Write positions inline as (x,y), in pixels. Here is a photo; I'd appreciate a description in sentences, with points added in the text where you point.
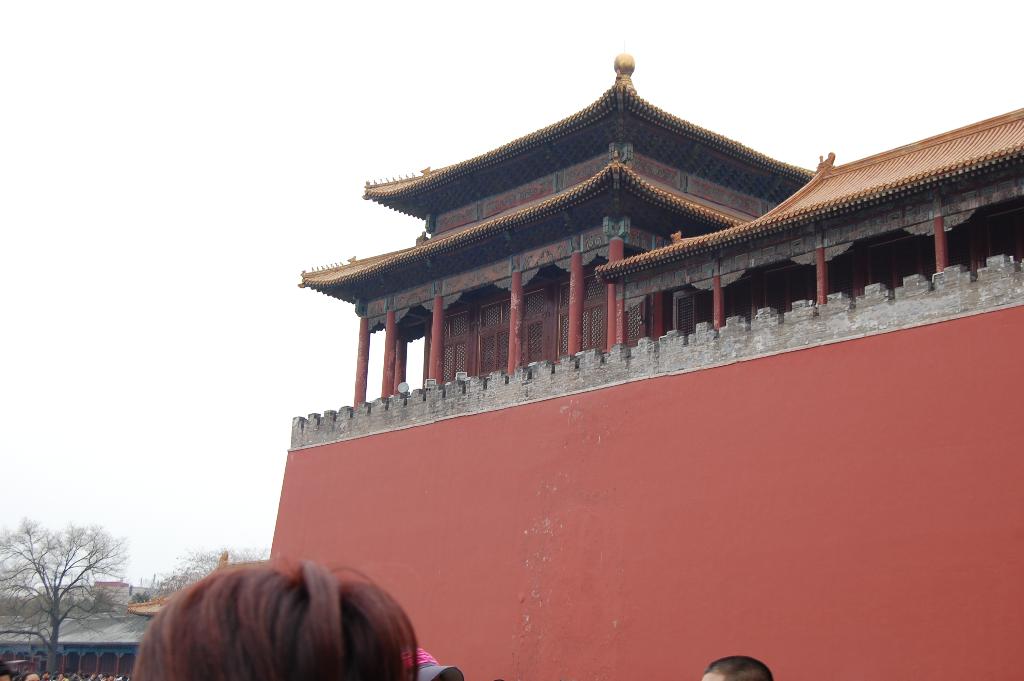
We can see persons heads (207,630) and building (749,409). In the background (94,660) we can see trees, buildings (101,644) and sky (156,214).
